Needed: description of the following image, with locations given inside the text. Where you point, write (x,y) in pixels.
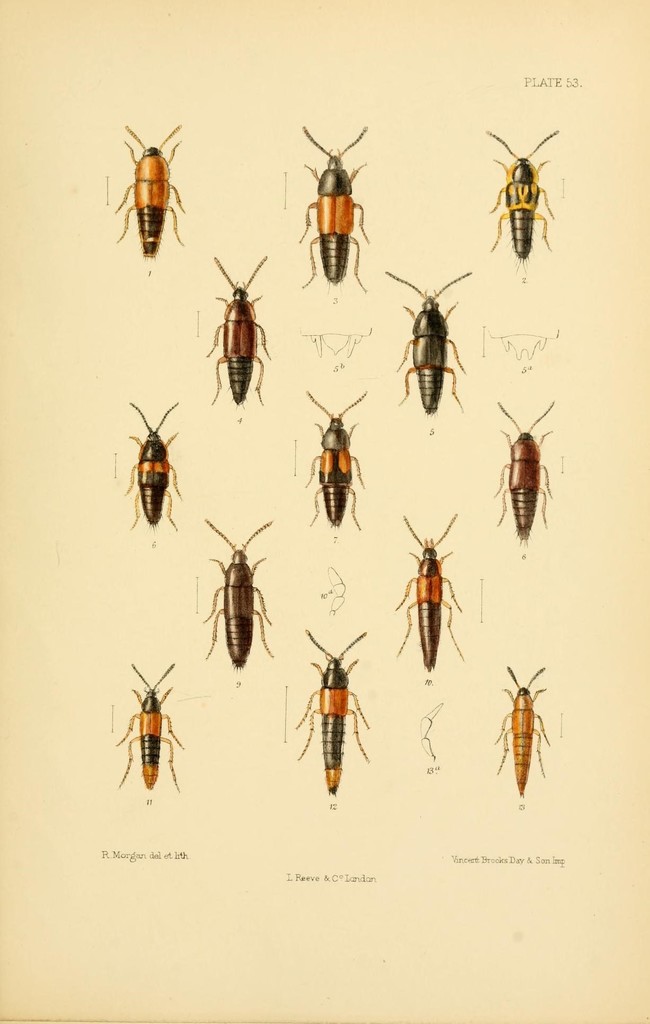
In this picture we can see a poster (518,883), in this poster (520,882) we can see insects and text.
